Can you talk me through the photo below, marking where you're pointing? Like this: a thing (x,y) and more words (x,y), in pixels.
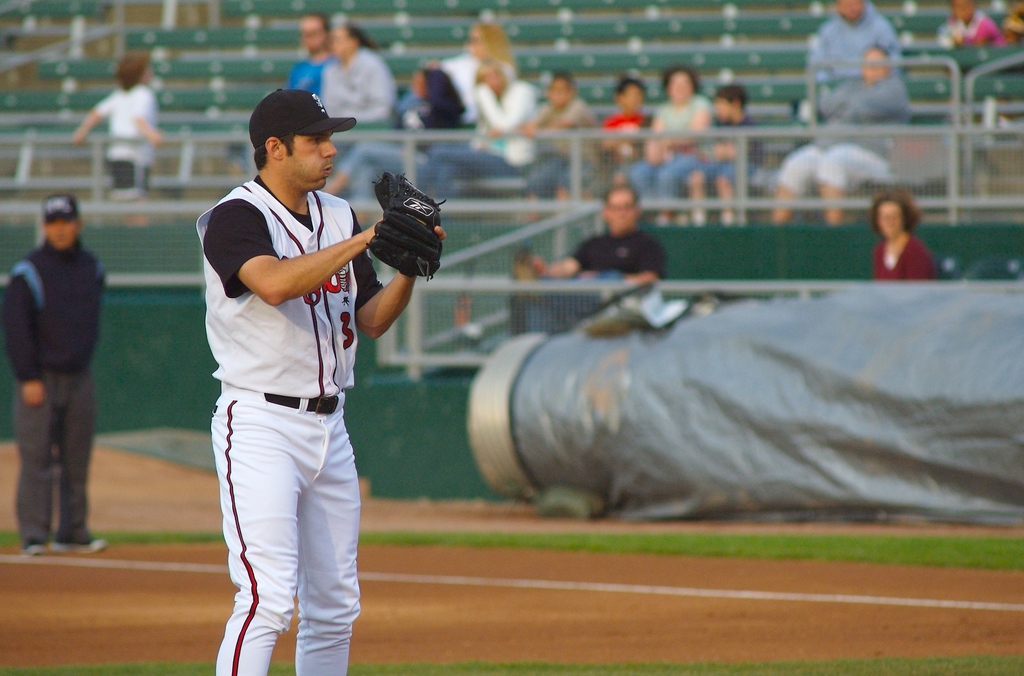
Here we can see a man (248,670) standing on the ground (492,616) and he wore a glove (417,232). In the background (157,207) we can see few people (628,171), fence (519,296), chairs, and an object (901,403).
